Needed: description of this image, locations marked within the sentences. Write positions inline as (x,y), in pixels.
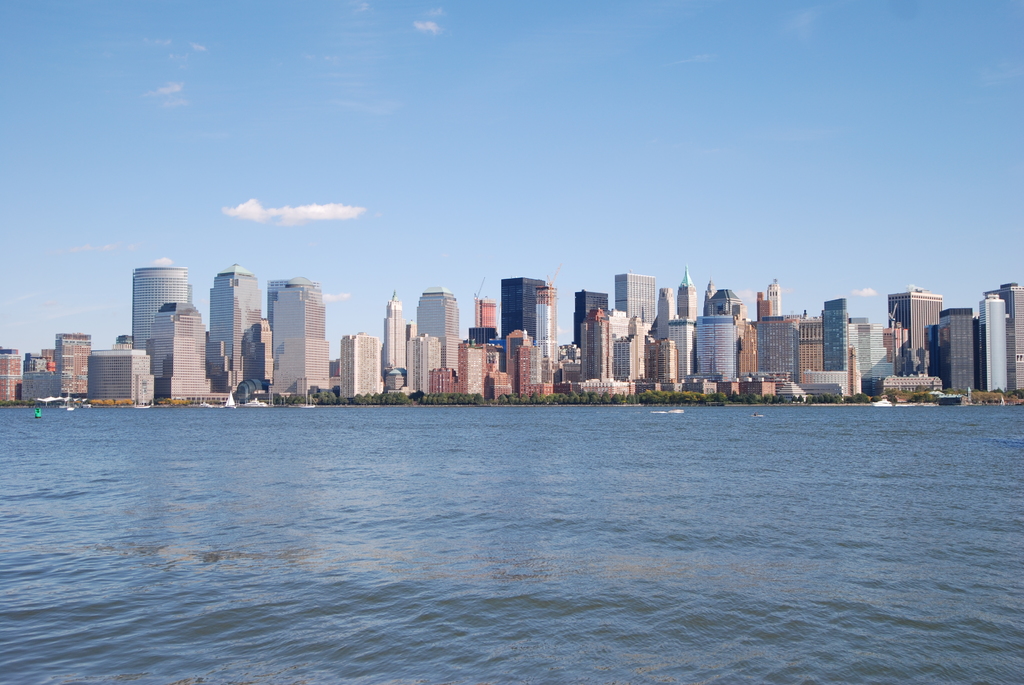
At the bottom of the image (259,581) there is water (515,425). In the middle of the image (666,353) there are some trees (1008,392) and buildings (1021,383). At the top of the image (809,41) there are some clouds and sky (270,19).
